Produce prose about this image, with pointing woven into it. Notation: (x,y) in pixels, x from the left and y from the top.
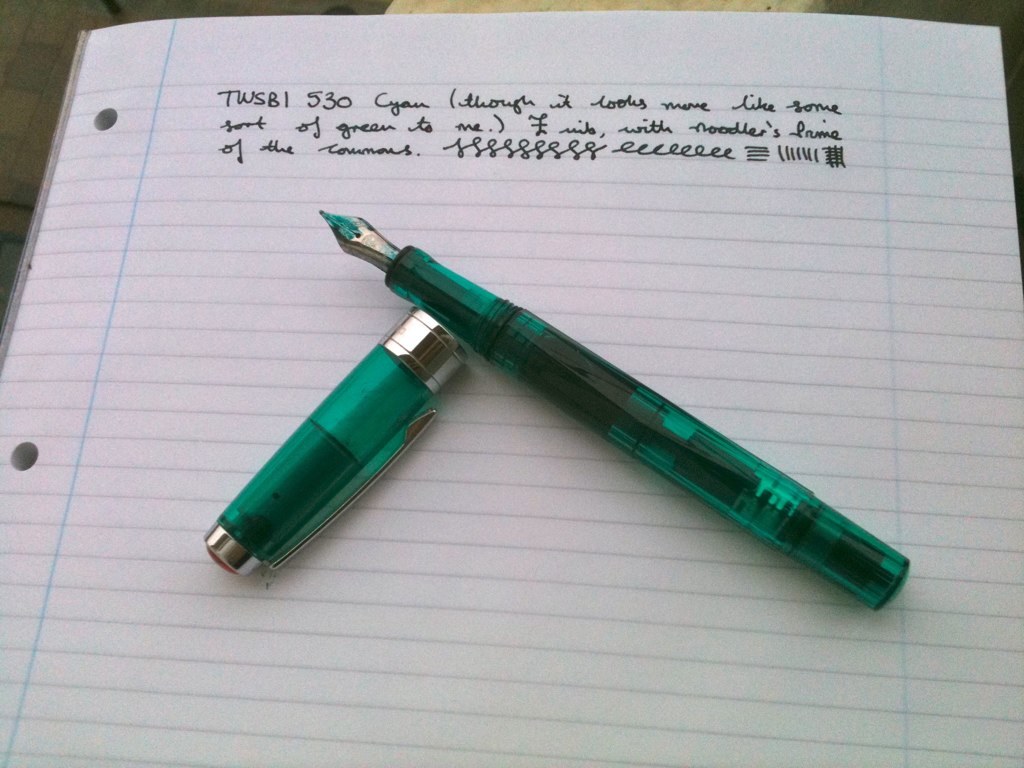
In this image we can see a book (124,304) on which there is a pen (553,346) which is in green color and there are some words (559,119) written in it.
